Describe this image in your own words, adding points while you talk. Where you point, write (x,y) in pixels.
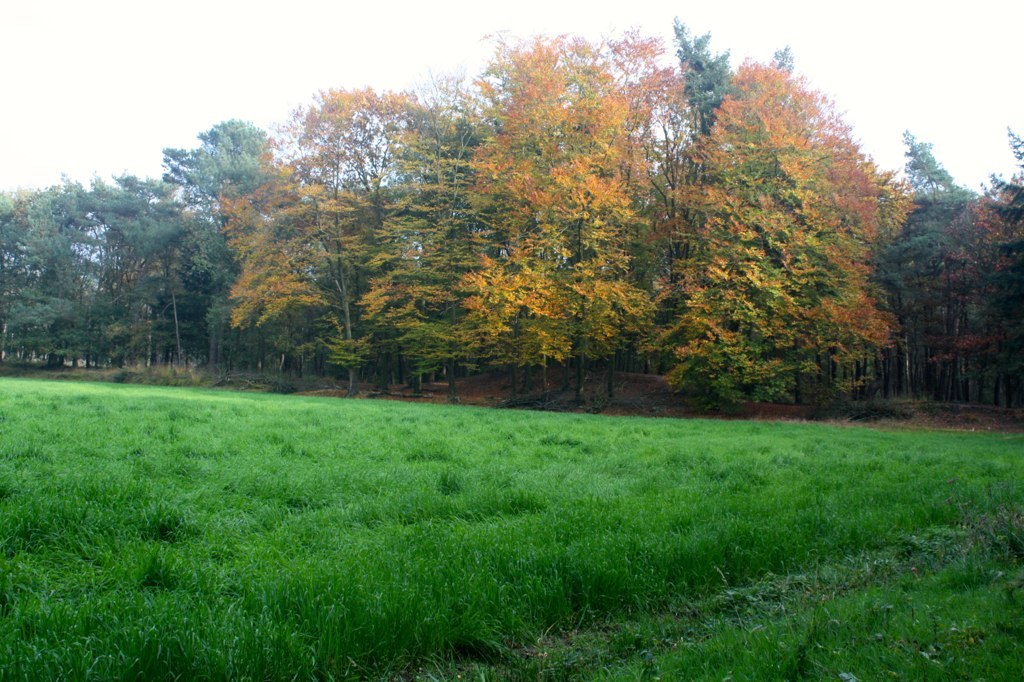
In this image there is a big grass field (568,500), beside that there are so many trees (441,343).
